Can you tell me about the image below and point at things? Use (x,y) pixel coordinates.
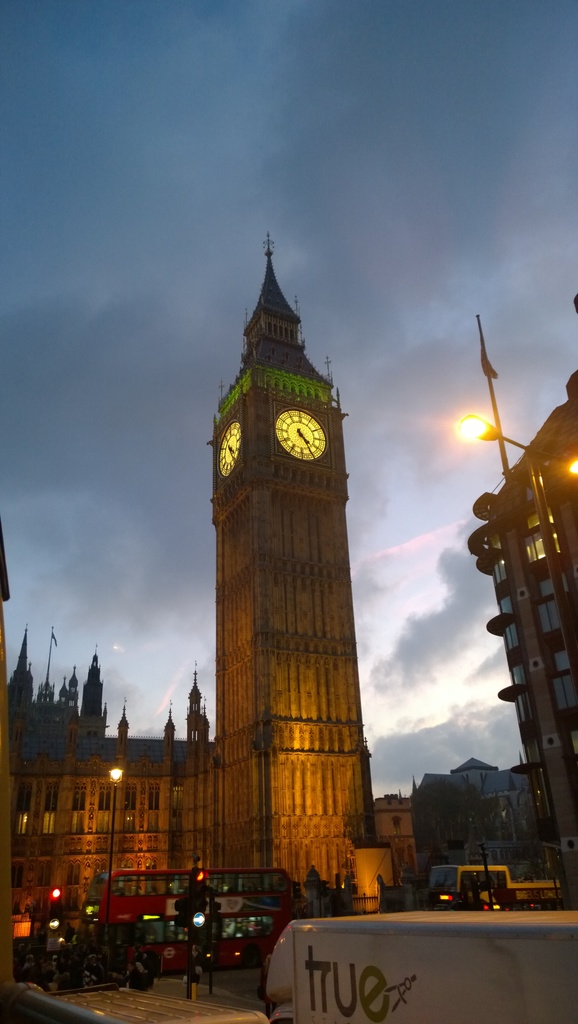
In this picture I can see vehicles (138,906) on the road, there are buildings (43,803), there is a clock tower (222,652), there are poles (574,647), lights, and in the background (545,325) there is the sky (35,546).
